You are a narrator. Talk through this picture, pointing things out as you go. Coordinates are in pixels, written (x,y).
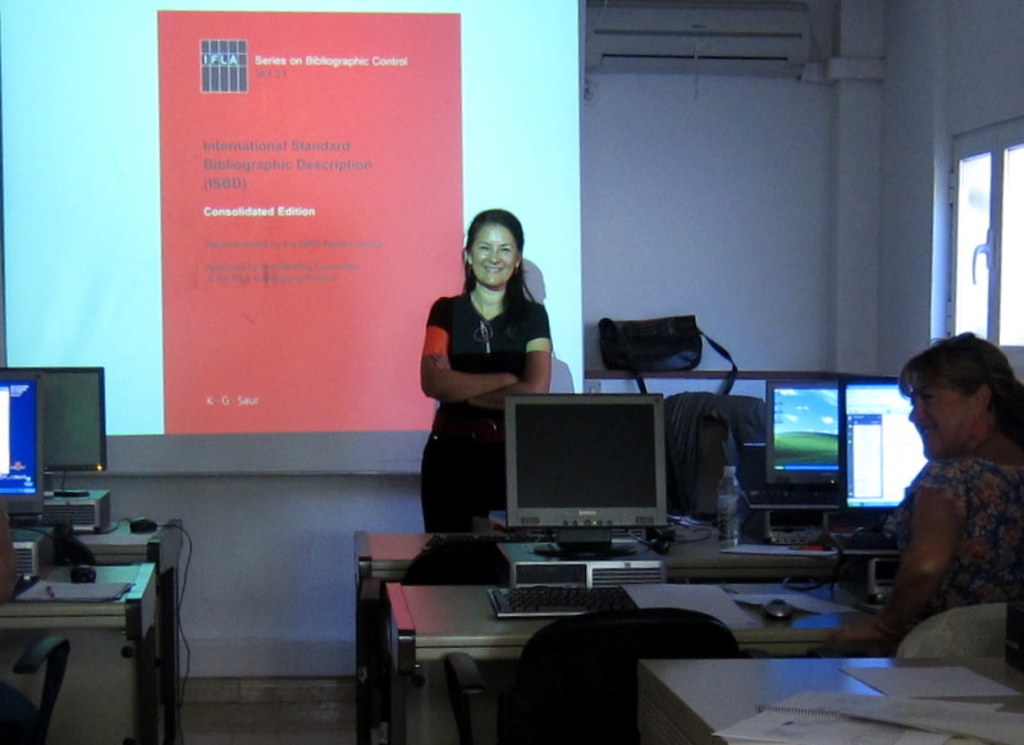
In front of the image there is a table (861,659). On top of it there are papers (912,701). In front of the table (940,662) there are people (984,500) sitting on the chairs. In front of them there are tables (384,568), chairs (537,665). On top of the tables (489,661) there are computers (537,560) and a few other objects (710,612). There is a person (453,486) standing and she is having a smile on her face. Beside her there is some object (696,405). Behind her there is a bag (625,355) on the platform (722,375). In the background of the image (472,22) there is a screen (418,297). There is an AC (798,63) on the wall (647,74). On the right side of the image (980,316) there is a glass window (967,316).
